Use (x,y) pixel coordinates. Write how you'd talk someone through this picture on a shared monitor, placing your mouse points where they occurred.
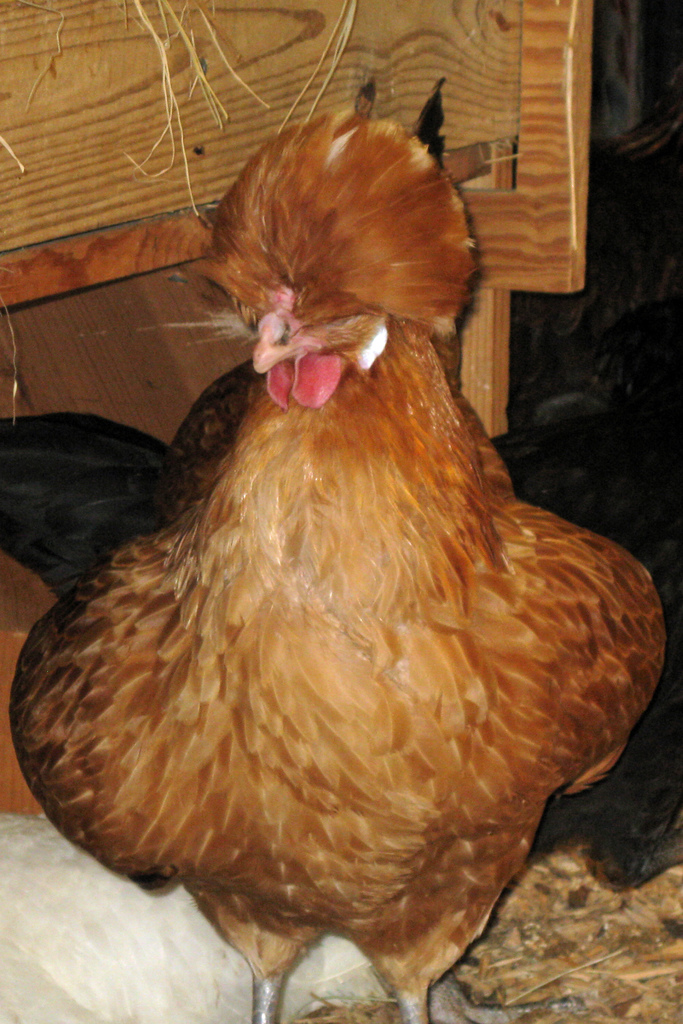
In this image I can see a hen (313,655) which is brown and red in color and in the background (609,509) I can see few other hens (599,504) which are black and white in color and the brown and cream colored wooden object (129,204).
